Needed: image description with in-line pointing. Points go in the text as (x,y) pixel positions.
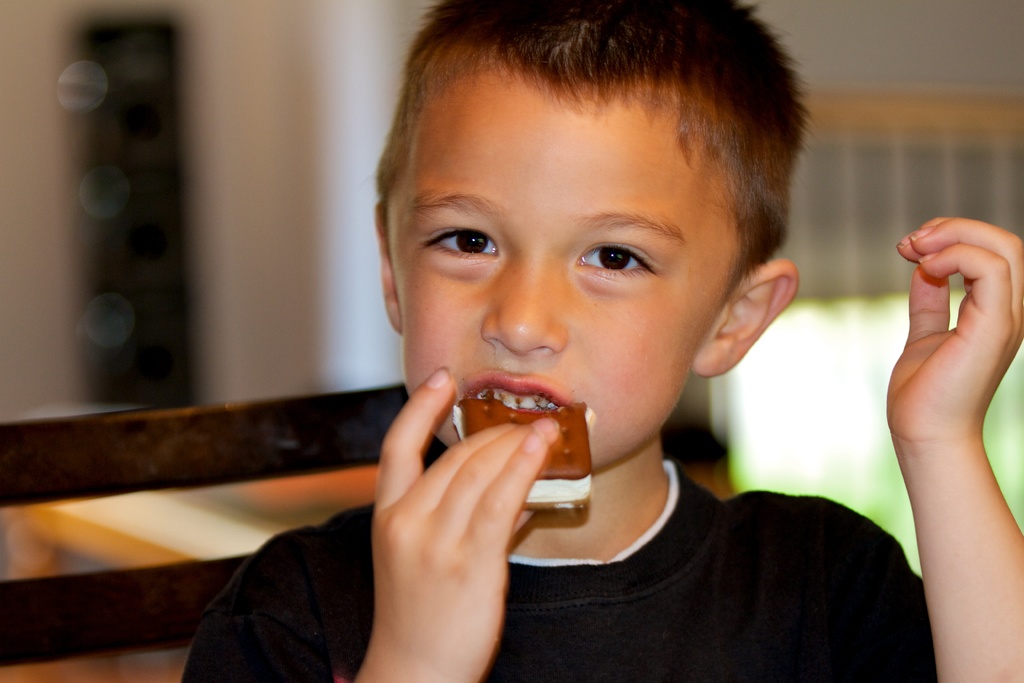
In this picture we can see a boy (490,362) holding a food item (557,457) with his hand (527,458) and in the background (374,328) we can see some objects (883,131) and it is blurry.
